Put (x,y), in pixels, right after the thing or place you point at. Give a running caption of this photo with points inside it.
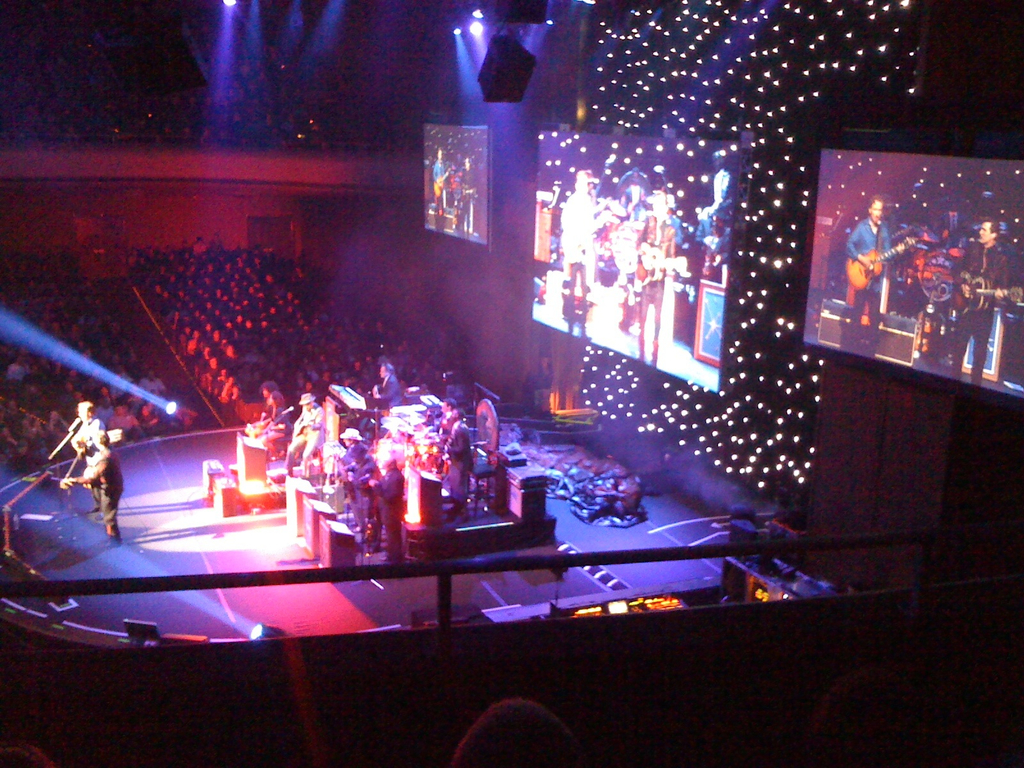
In this picture we can see a few people (398,467) playing musical instruments (297,433) on the stage (309,593). There are many people (293,361) visible from left to right. We can see a few screens (582,214) and lights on top (467,154).
